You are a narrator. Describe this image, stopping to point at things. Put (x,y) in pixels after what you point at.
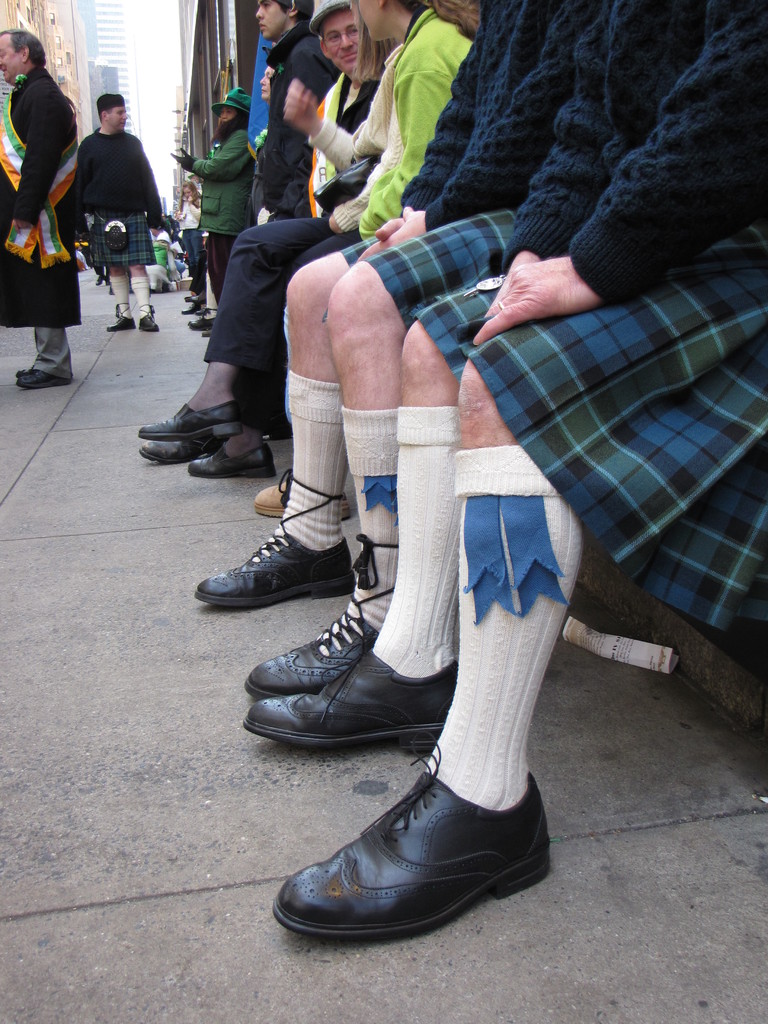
In the middle of the image (413,638) few people (246,577) are sitting and standing. At the top of the image (221,55) there are some buildings (15,4).
